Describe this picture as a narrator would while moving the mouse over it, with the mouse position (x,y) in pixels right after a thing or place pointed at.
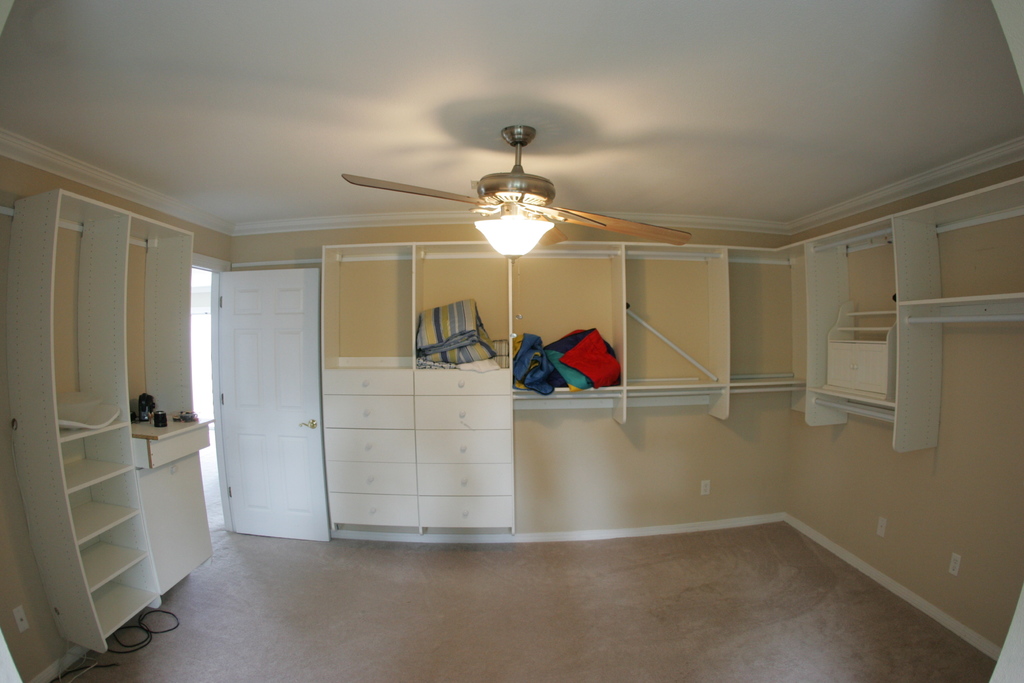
In this image I can see cupboards (920,411) in white color. In the cupboards (534,253) I can see few clothes (576,381) in multi color, I can also see a fan (635,235) attached to the roof (612,87) and the wall (756,434) is in cream color.
